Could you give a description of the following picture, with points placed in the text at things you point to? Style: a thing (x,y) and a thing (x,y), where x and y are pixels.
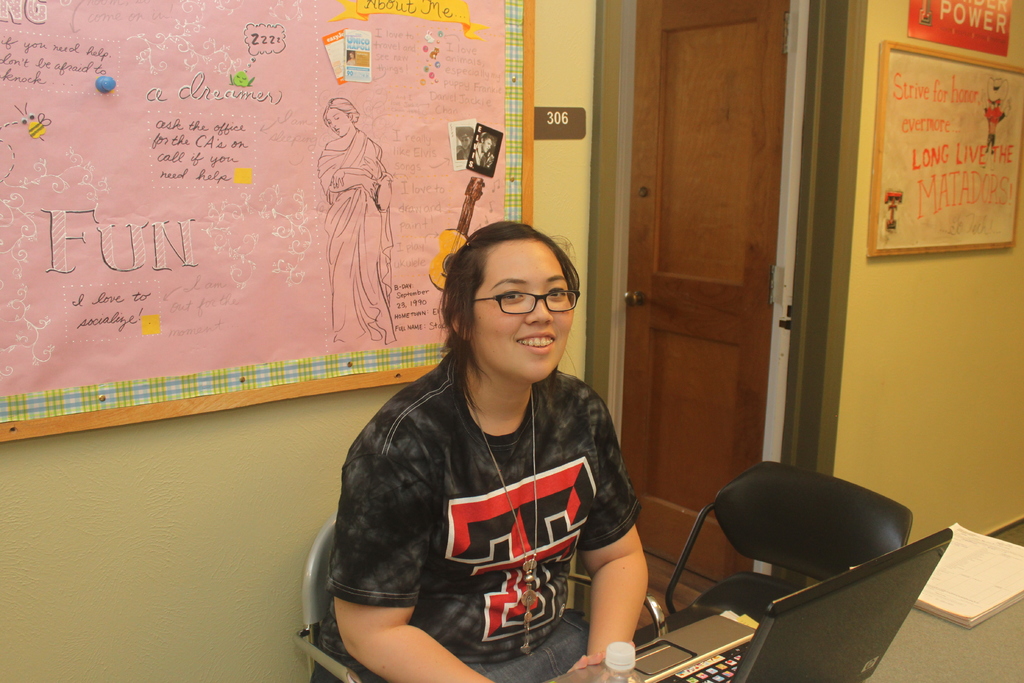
This woman (554,437) is sitting on a chair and smiling. In-front of this woman (560,667) there is a table (967,629), on this table (939,631) there is a book (966,611) and laptop (791,626). On wall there is a poster (240,253) and board (931,221). This is door (726,282) with handle (632,293). This woman (490,327) wore spectacles (532,296).
